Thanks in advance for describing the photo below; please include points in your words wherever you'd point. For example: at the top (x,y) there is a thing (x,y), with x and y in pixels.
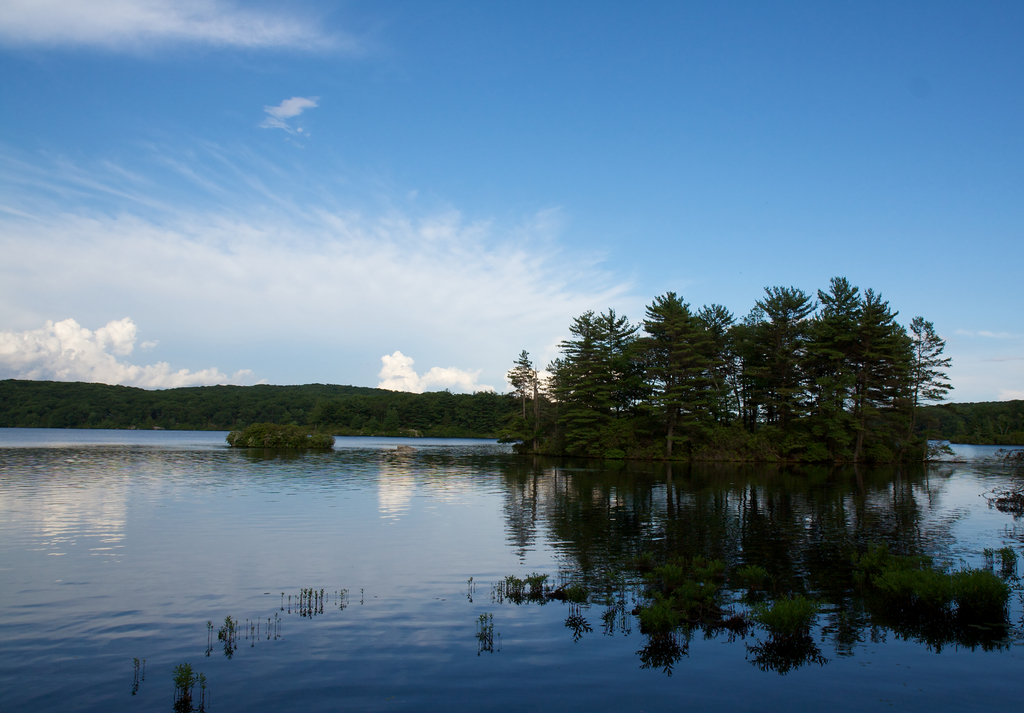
In this image we can see there are trees (579,430) on the water (393,483). In the background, we can see the sky (422,158).
